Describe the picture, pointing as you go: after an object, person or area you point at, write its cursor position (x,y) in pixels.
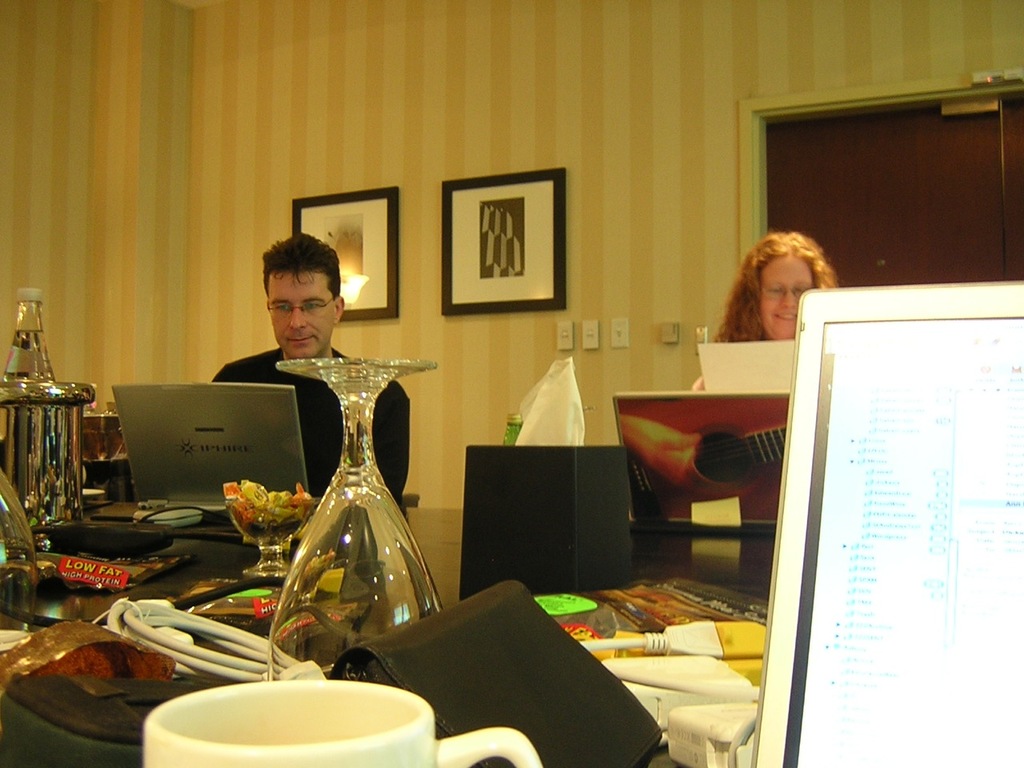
The image is taken in the room (612,199). There are two people (394,381) sitting. In the center of the image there is table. On the table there is a glass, jug (29,451), wallet (476,645), mug (222,697) and some wires (661,650). In the background (877,176) there is a wall frame (481,236) and a door (935,184).
